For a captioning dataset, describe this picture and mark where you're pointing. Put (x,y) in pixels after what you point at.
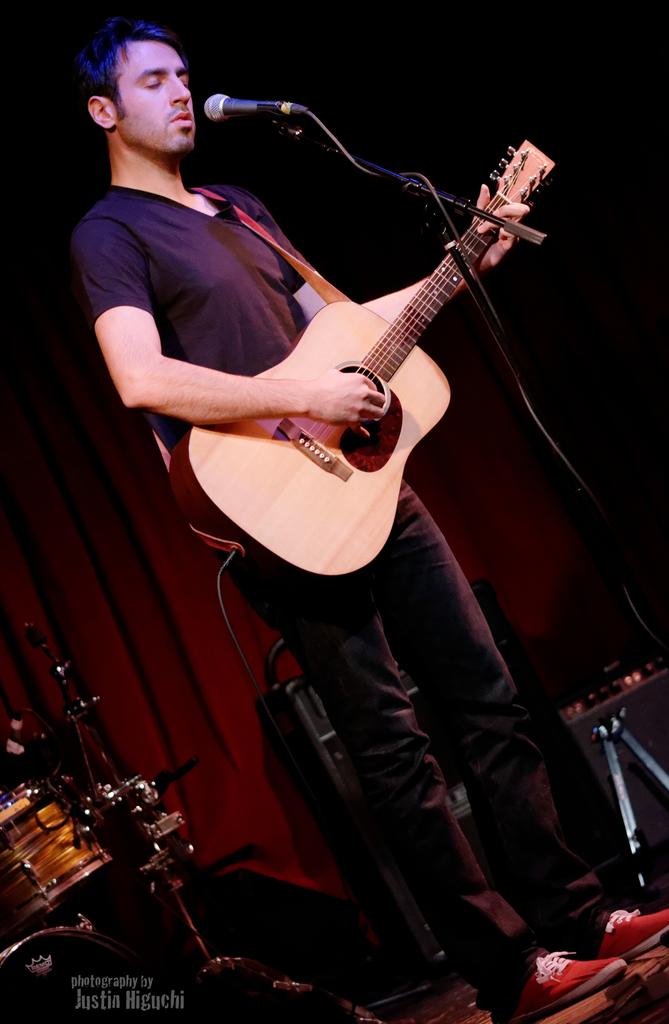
In this picture there is a man (189,200) standing and playing guitar (386,370) and he is singing. At the left (7,796) there are drums (70,930), at the back (330,743) there are speakers (490,598) and at the right (487,312) there is a microphone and at the back (58,476) there is a red curtain (162,630).
